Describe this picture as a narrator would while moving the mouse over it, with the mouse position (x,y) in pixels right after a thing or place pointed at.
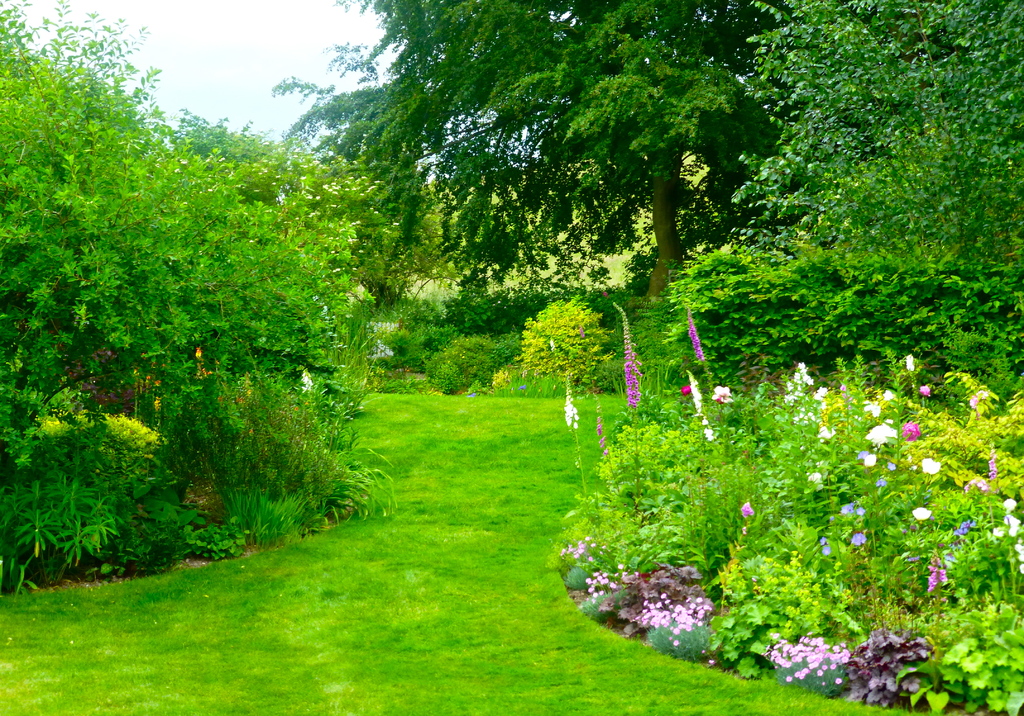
In this image on the right side (862,370) and left side (290,427) there are some plants (793,274), flowers (699,603) and trees (155,261). At the bottom (449,579) there is grass (449,579), in the background (456,170) also there are some trees (656,136) and sky (211,78).
